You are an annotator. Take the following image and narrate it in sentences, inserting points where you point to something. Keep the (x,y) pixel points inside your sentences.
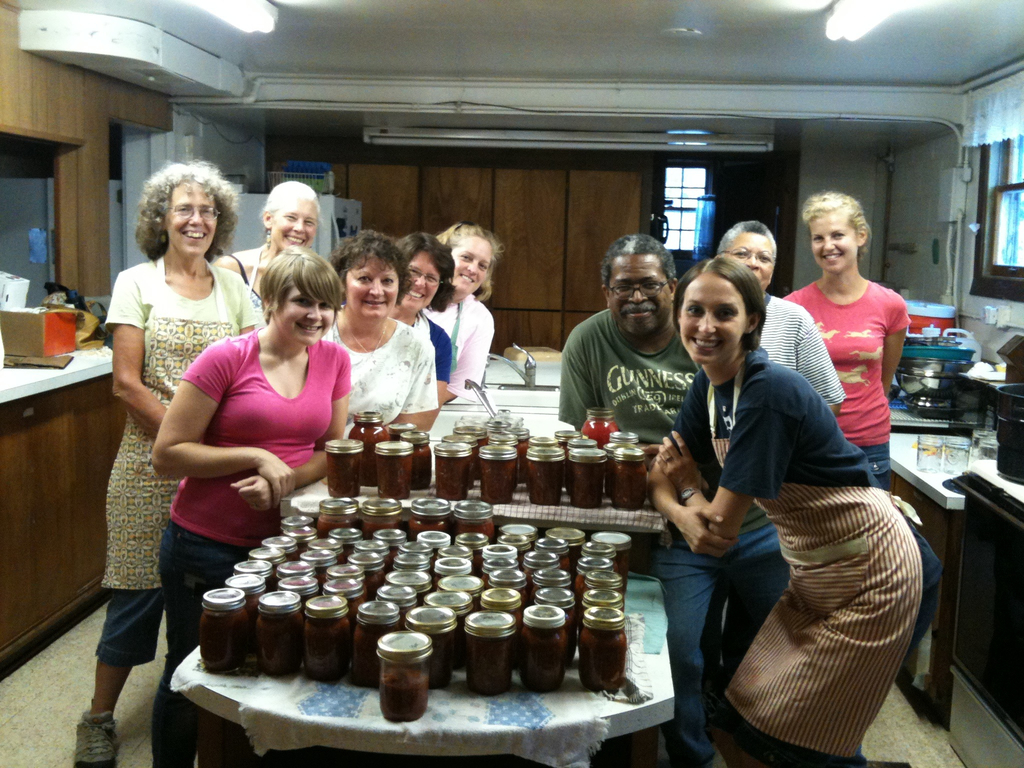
This picture is inside view of a room (493,277). In the center of the image (369,378) group of people (220,369) are standing. A table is present in the center of the image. On table (457,563) we can see bottles (427,570) are present. In the background of the image (525,215) we can see cupboards (462,205), light (608,146), wall (976,307), container (949,352), boxes (20,295) are present. At the bottom of the image (63,701) floor (58,728) is there. In the middle of the image (513,408) tap (481,391) and sink (531,406) are present.
